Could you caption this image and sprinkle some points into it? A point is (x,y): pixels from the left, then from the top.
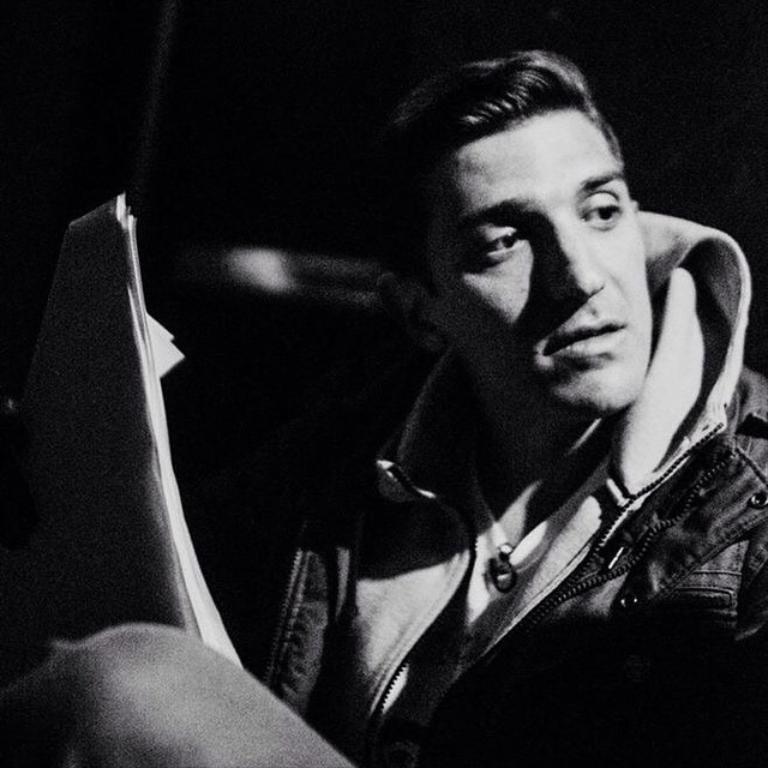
In the image a man (645,347) is sitting and holding papers (88,428) and watching.
